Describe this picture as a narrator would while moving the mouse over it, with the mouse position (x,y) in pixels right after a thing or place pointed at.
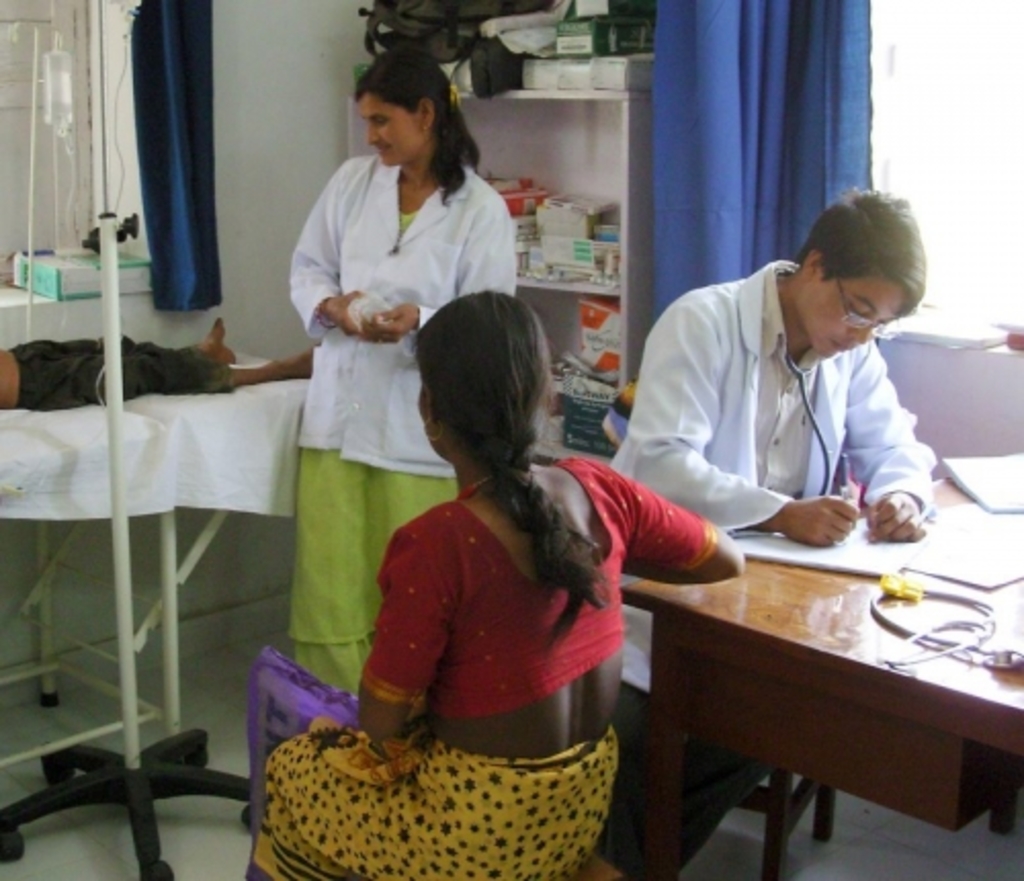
In this image there are four persons (337,498). He is a doctor (754,370). she is a nurse (416,254) and a patient (543,647). On the bed (74,413) there is a person (141,380) lying. There is a saline bottle (66,110) and a stand (115,515). Table (758,623) contain paper (958,561), stethoscope (954,604). There is rack (636,203) in which there are medicine boxes (571,233). On the top of the rack (626,94) there is bag (462,26). The room (630,100) contain window (944,114) and a curtain (823,102).
